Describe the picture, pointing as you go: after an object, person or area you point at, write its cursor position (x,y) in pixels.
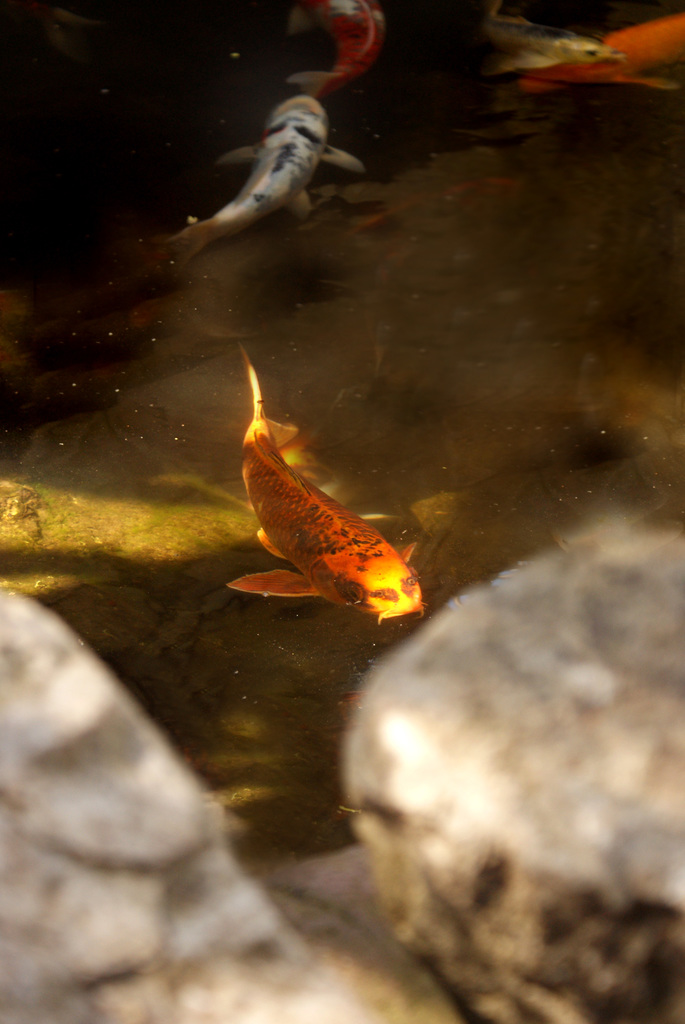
In this picture we can see some fishes (243,449), stones (470,613) are in the water (294,359).
